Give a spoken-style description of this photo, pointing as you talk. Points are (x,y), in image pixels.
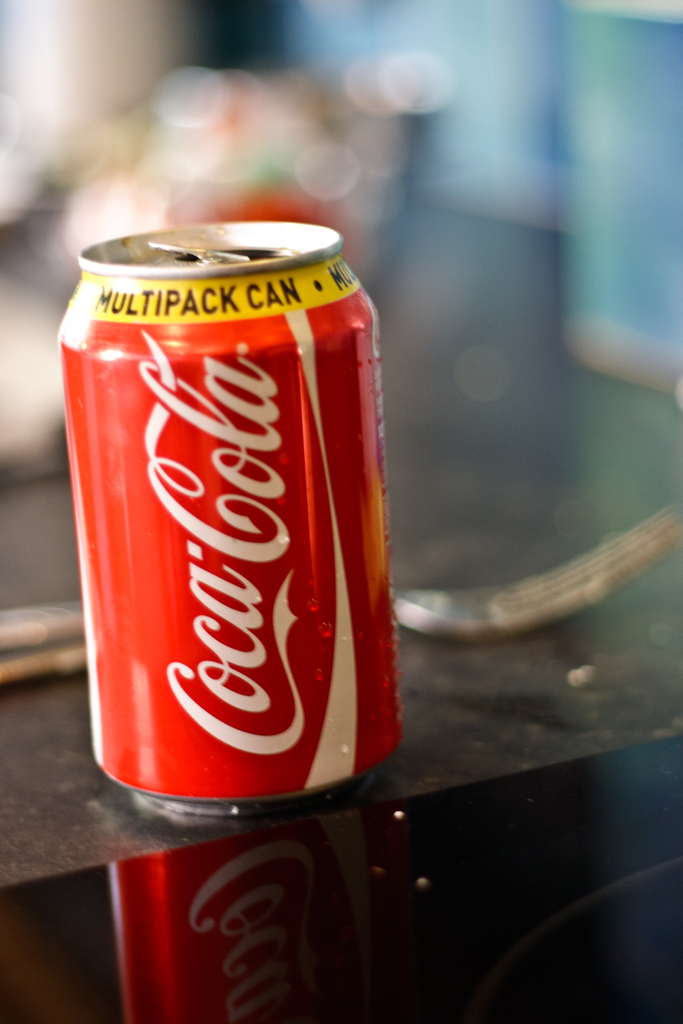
In this image there is a coke can (376,687) on the table (404,691) having a fork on it. Background (586,164) is blurry.
